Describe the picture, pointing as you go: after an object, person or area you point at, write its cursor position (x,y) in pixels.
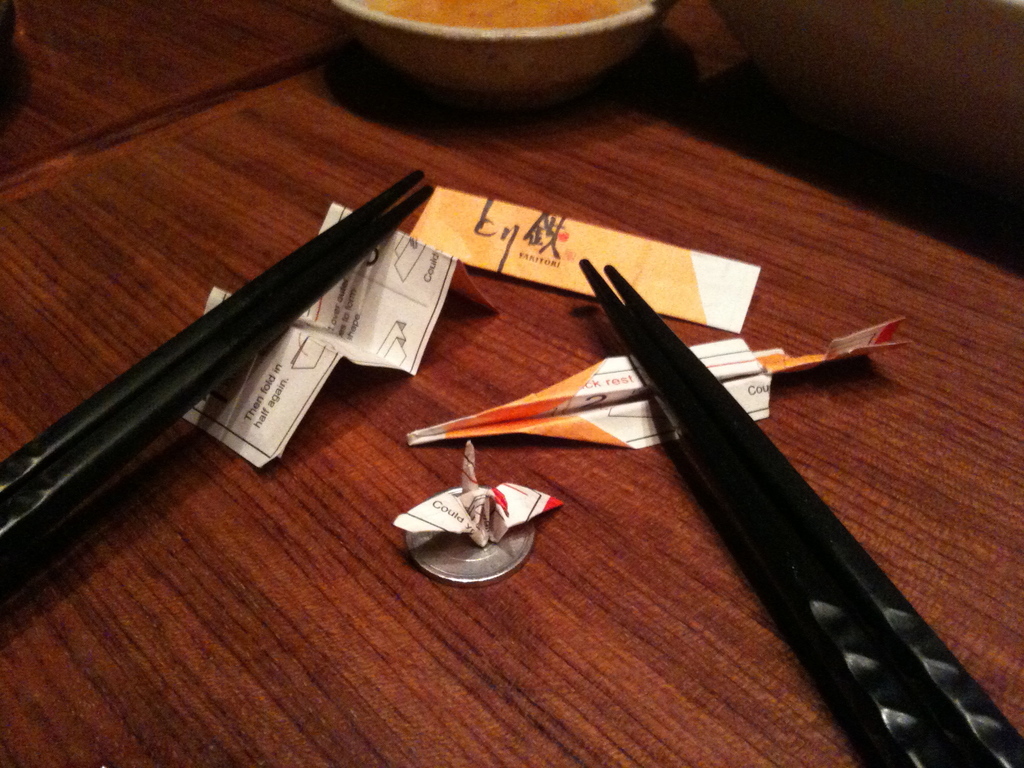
In this image there are four sticks (40,449), paper (486,228), and a bowl (407,0) on the table (326,426).
